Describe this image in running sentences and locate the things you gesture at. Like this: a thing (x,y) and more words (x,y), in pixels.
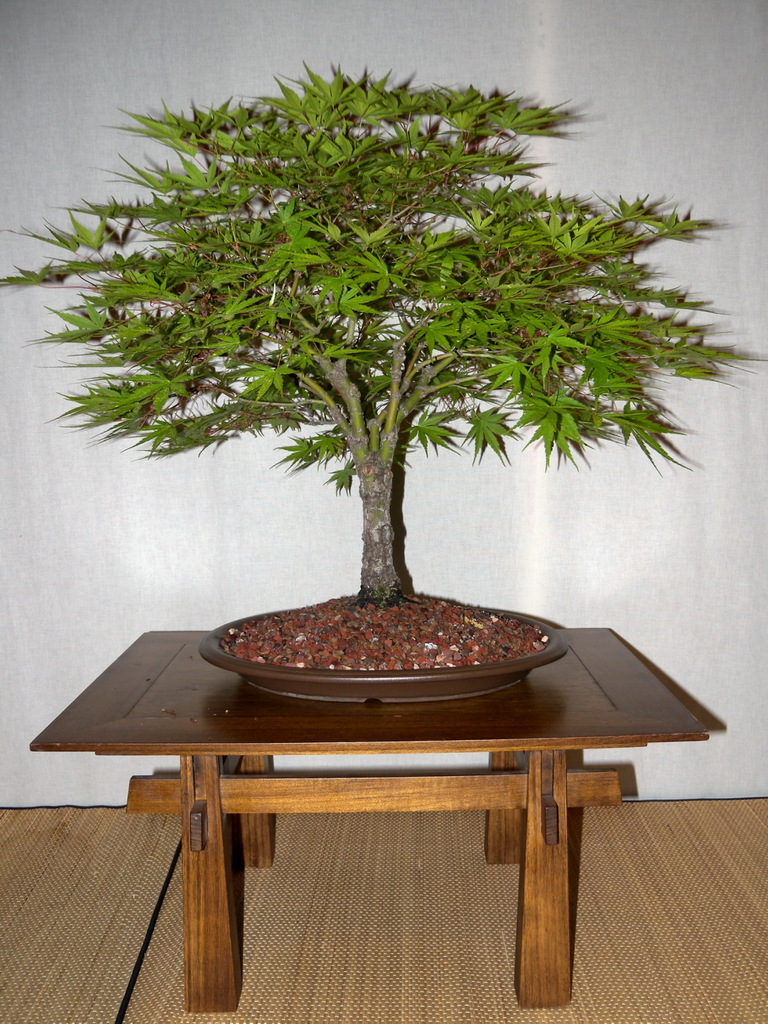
This picture is of plant (577,231) placed on a table (359,748).
